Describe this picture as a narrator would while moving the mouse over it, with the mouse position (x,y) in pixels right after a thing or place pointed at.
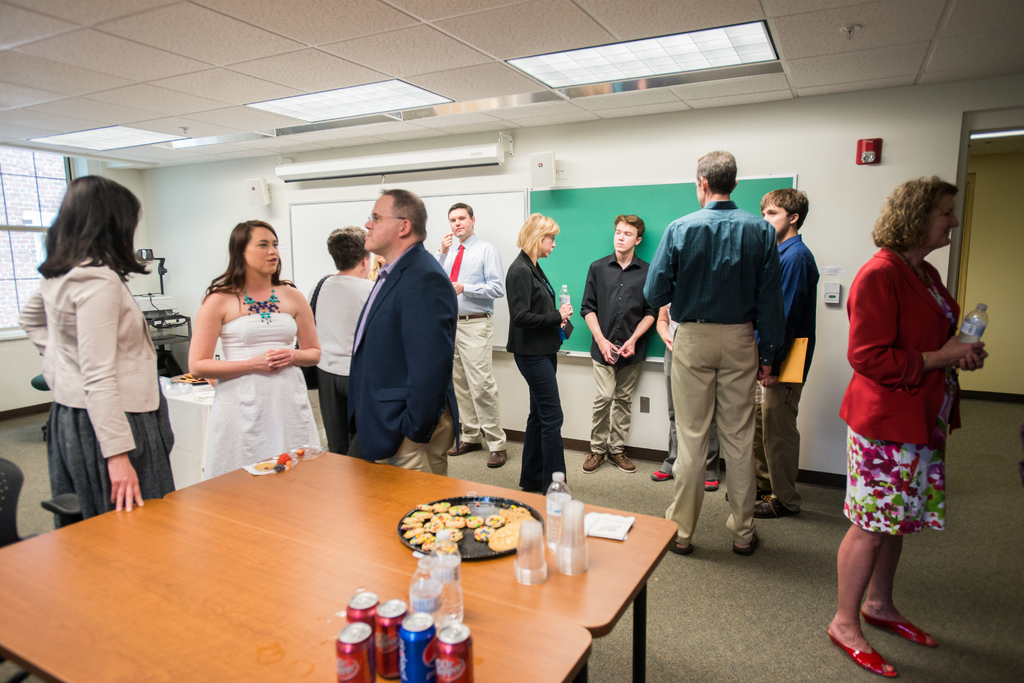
There are group of people (275,378) standing on the floor (828,590). On the table (537,654) there are tins (421,647), bottles (446,594), glasses (527,566), plate (467,549) and food (450,535). On the right side (912,413) there is woman (887,496) wearing a red jacket (901,314) and holding a bottle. At the background (612,204) there are boards (555,205) on the wall (576,178) and a window (34,191).
